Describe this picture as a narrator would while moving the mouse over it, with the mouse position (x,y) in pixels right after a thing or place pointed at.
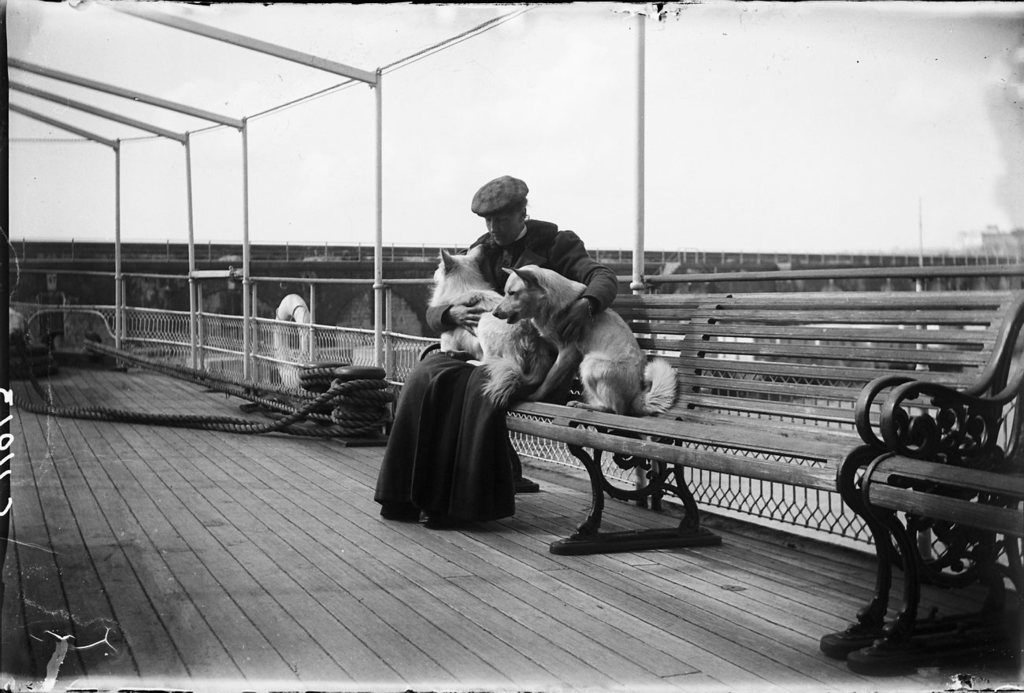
In this picture we can see a woman (560,254) holding two dogs (525,293) with their hands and they are sitting on a bench (831,309) and beside to her we can see rope (365,385), fence (316,360), tube (289,337) and in background (395,200) we can see sky (789,228), wall (810,281).
